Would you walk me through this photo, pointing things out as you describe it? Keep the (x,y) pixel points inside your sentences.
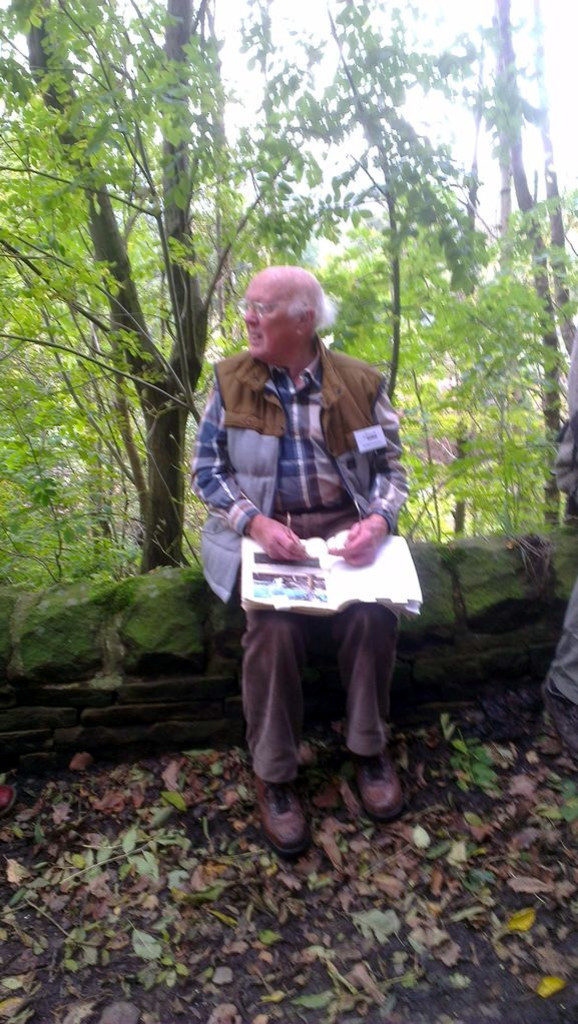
Here we can see a old man (262,396) sitting on a platform (95,638) and there is a book (275,594) on his legs (258,615) and he is holding an object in his hands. There are leaves (9,864) on the ground (258,871). In the background (34,167) there are trees (78,181) and sky (548,4).
